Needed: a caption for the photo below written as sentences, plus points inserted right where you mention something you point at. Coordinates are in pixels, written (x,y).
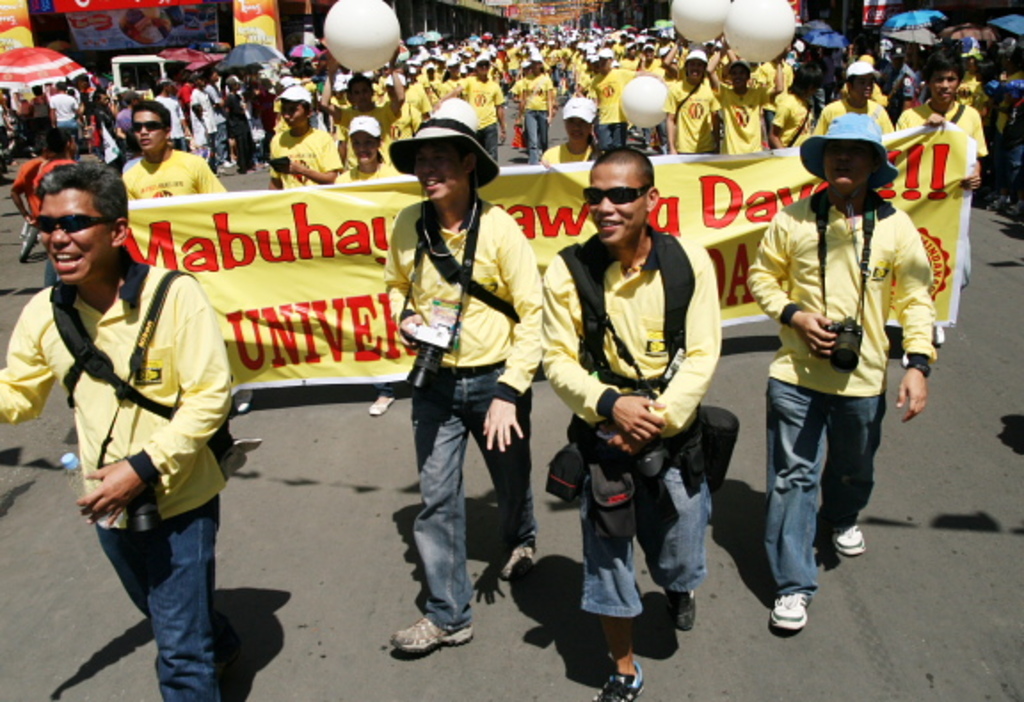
In the foreground (321,577) we can see four men (208,368) walking on the road (247,522). They are wearing the similar dressing style and they are smiling. Here we can see two men (415,534) carrying the camera (424,347) in their hands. Here we can see the bags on their backs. In the background (517,86), we can see a group of people (670,140) walking on the road (511,131). Here we can see the caps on their heads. Here we can see the banner (361,335). Here we can see the umbrellas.
